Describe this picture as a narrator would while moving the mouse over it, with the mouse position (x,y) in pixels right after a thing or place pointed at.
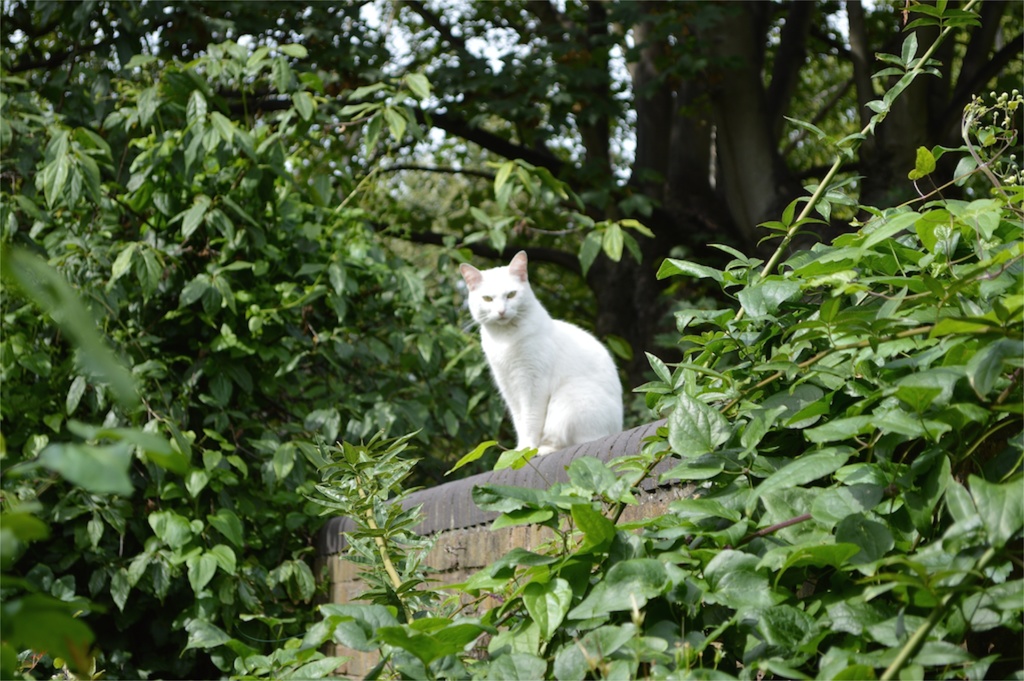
Here in this picture we can see a white colored cat (510,345) present on the wall (470,487) over there and we can see trees (319,417) and plants (427,281) present all over there.
